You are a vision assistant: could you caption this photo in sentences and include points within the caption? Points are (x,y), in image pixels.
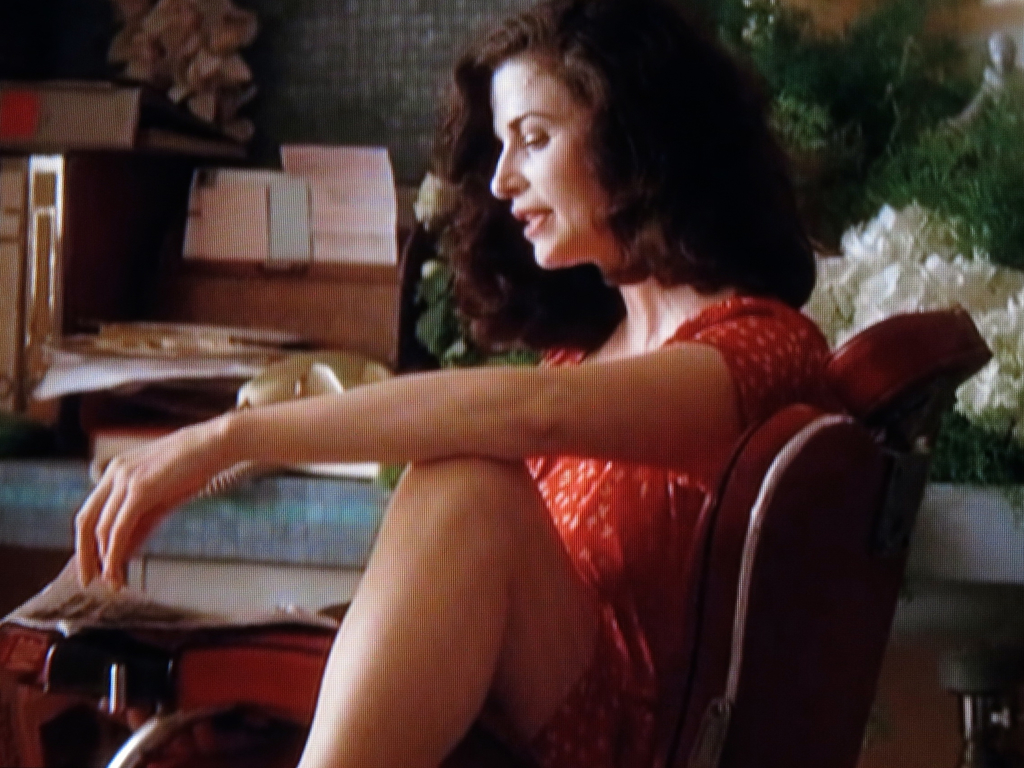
This image consists of a woman (573,523) who is sitting on a chair (760,502). Beside her there are flowers (917,210), plants (889,188), files (184,334), books (198,324). She is wearing red colour dress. In front of her there is a paper (159,609). She is holding that paper (97,586).
